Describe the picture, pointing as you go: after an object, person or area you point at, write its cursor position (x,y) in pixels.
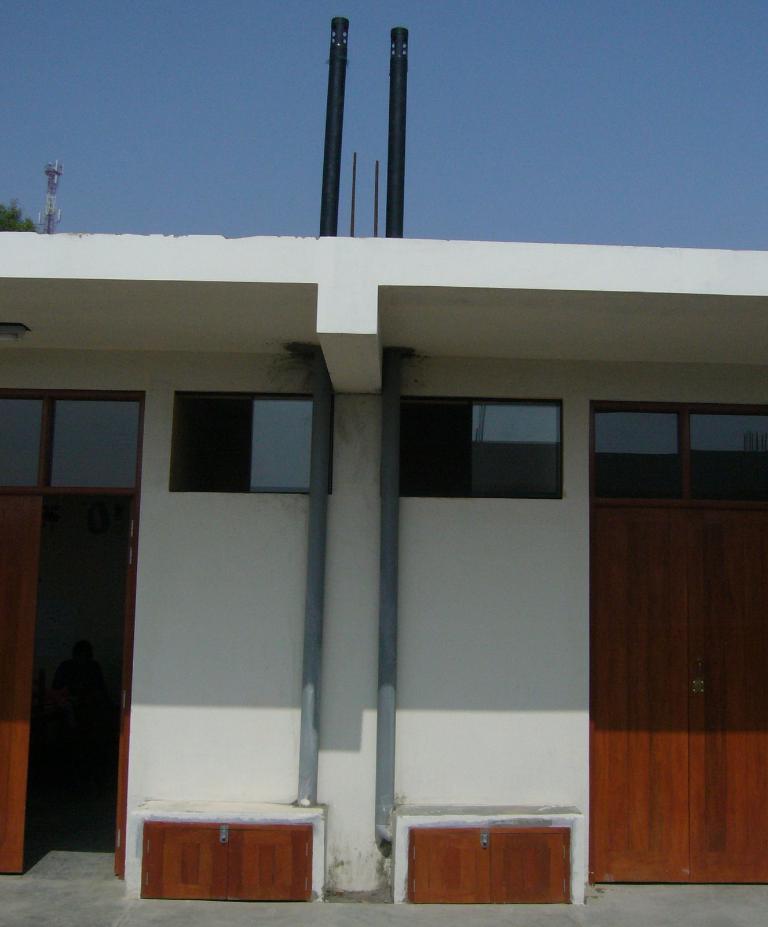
This picture is taken from outside of the building (481,796) and it is sunny. In this image, on the right side (748,521), we can see a door (736,529) which is closed. On the left side (25,536), we can also see a door (31,539) opened. In the middle of the image (318,436), we can see two pipes (383,671) and a shelf (229,830). In the background (233,460), we can see a glass window (446,458). At the top (19,228), we can see two poles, trees (7,228) and a sky (604,174).
